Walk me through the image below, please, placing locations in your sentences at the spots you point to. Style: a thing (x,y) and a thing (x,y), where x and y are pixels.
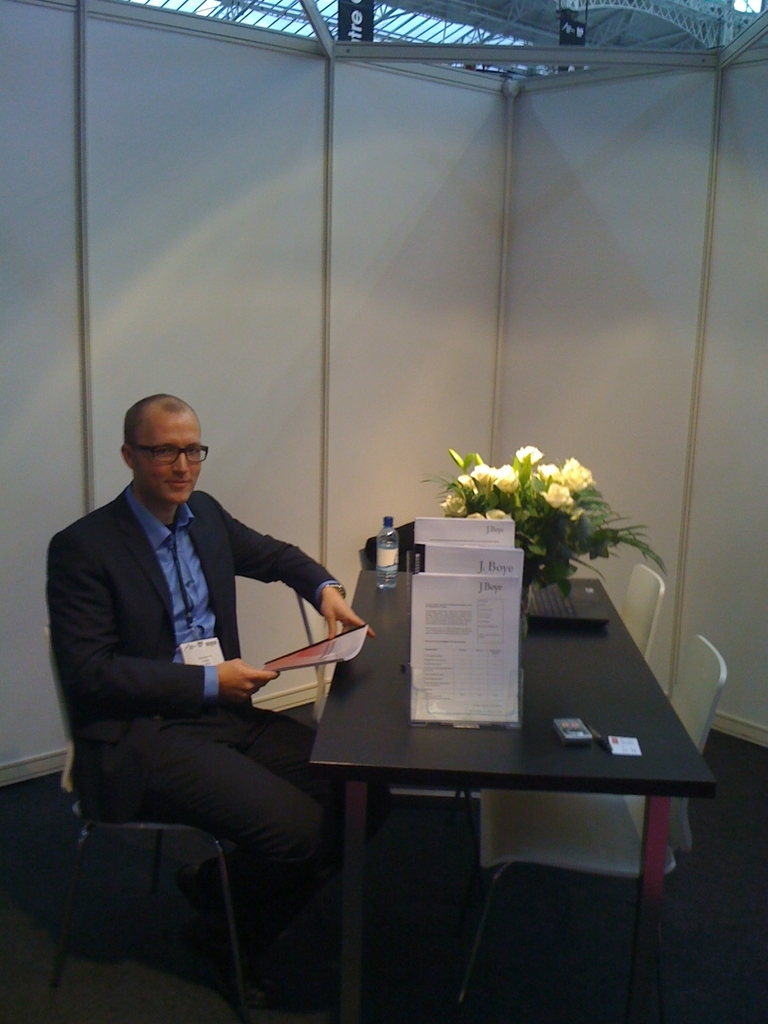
in this image i can see a table (539,702). on the table (539,688) there are papers (488,535), flowers (527,490), bottle (395,549) and a laptop (534,612). on the left side (172,649) there is a person (166,684) sitting on the left (162,705) wearing a suit (162,705).
